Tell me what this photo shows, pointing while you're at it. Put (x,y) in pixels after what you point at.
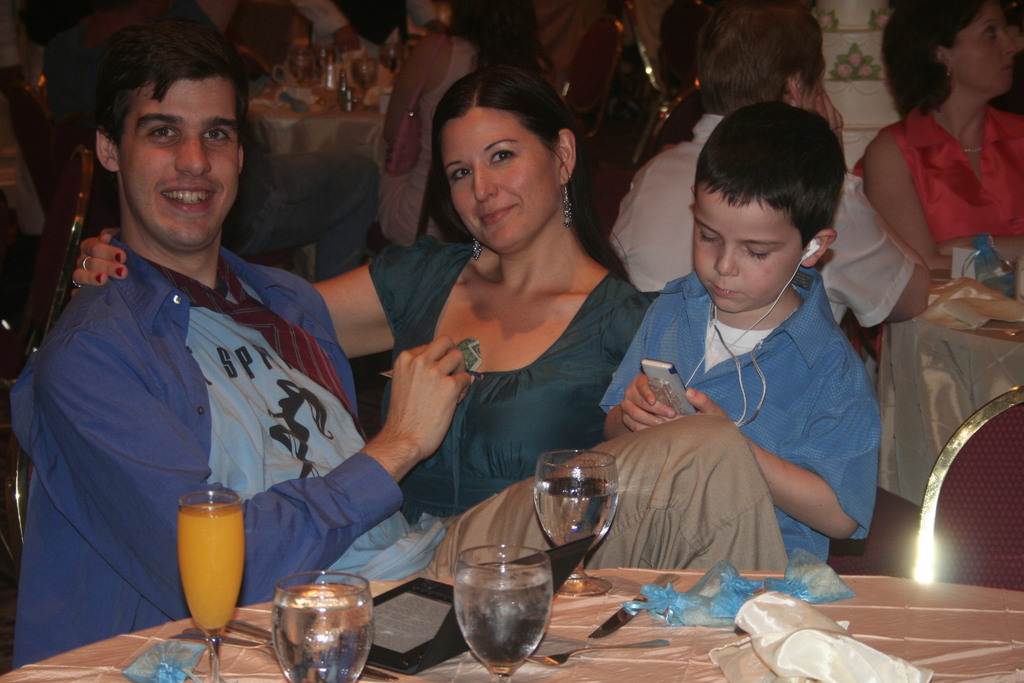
In this image I see a man (150,138), a woman (356,276) and a child (857,403) over here, I see that these both are sitting on chairs (61,285) and both of them are smiling. I see that this child (792,352) is holding a device (675,370) in his hand (709,409) and there are ear phones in his ears (826,233), I can also see a table (872,581) in front of them on which there are glasses (523,554) and other things (772,587) and I see another chair (975,467) over here. In the background (1018,315) I see few people (1010,39), tables (1005,375) and chairs (633,36).
